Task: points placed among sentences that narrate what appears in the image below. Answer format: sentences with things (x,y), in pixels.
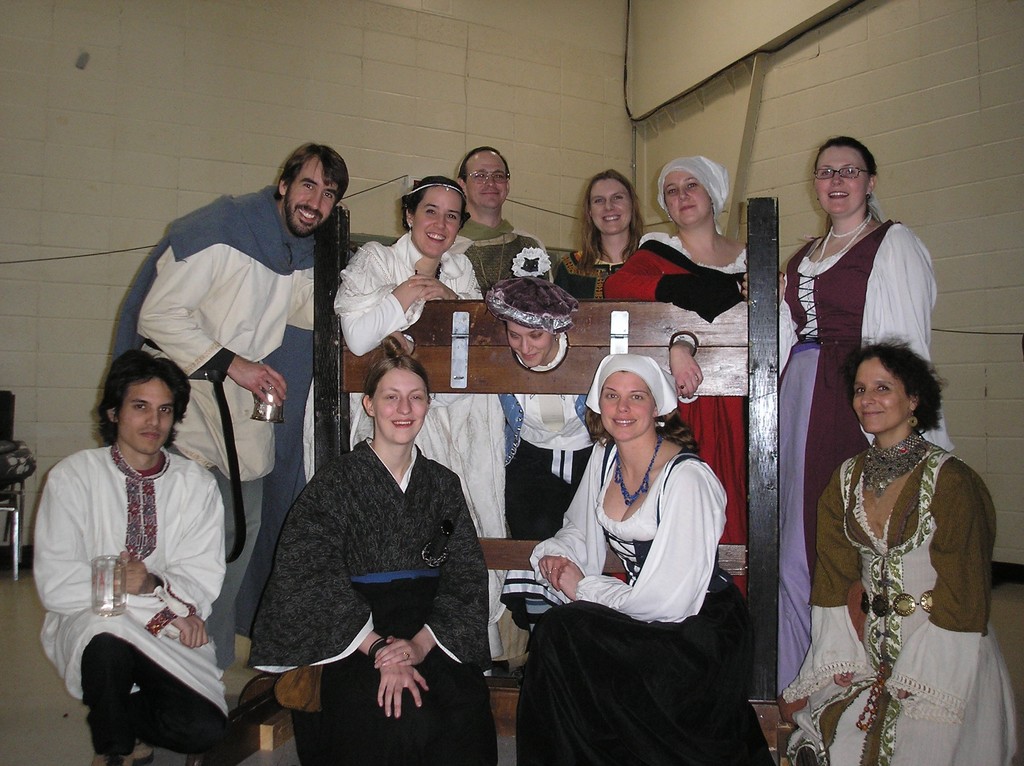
In this image we can see people (700,588). There is a wooden object (493,336). In the background of the image (777,73) there is wall (528,72). At the bottom of the image (27,731) there is floor (14,588).
